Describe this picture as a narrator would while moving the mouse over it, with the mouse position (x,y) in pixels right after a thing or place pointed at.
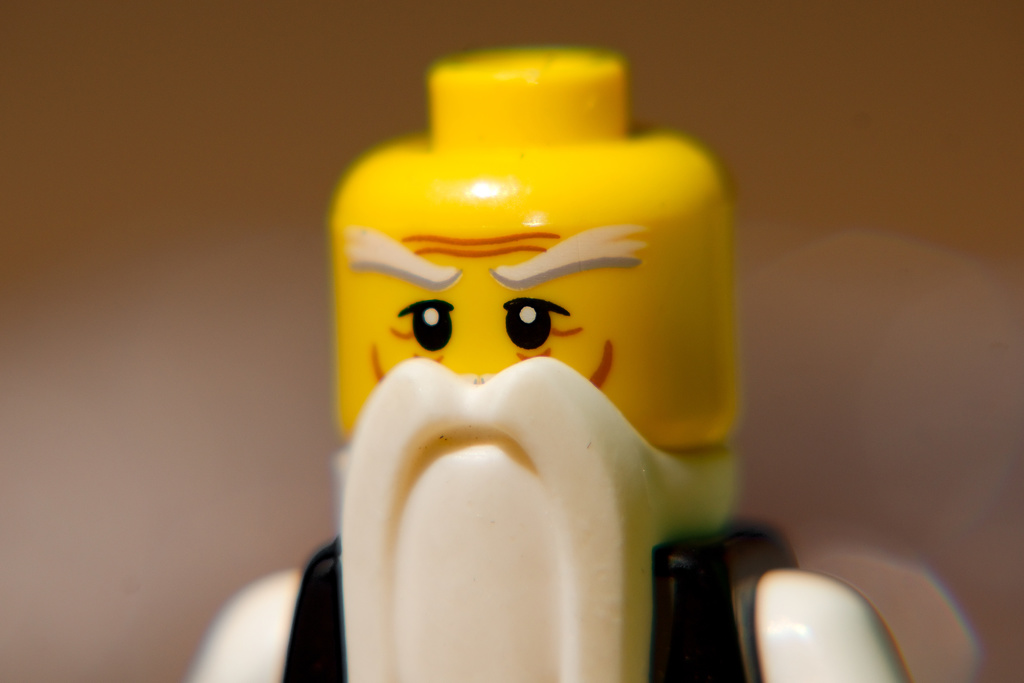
In this picture I can see a Lego man (412,320), and there is blur background (167,357).
